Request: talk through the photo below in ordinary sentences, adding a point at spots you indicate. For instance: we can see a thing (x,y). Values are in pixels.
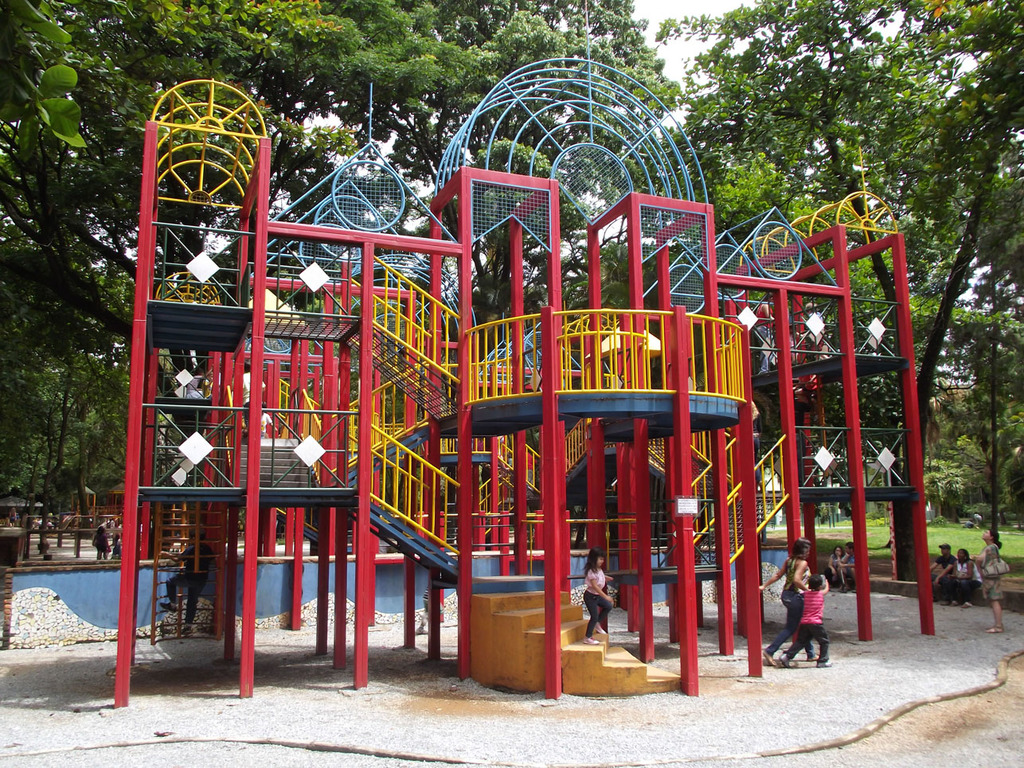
In this image we can see a playground (362,668) and there are people (971,568). In the background (886,276) there are trees (45,267). We can see stairs (579,659). There is sky (677,61).
